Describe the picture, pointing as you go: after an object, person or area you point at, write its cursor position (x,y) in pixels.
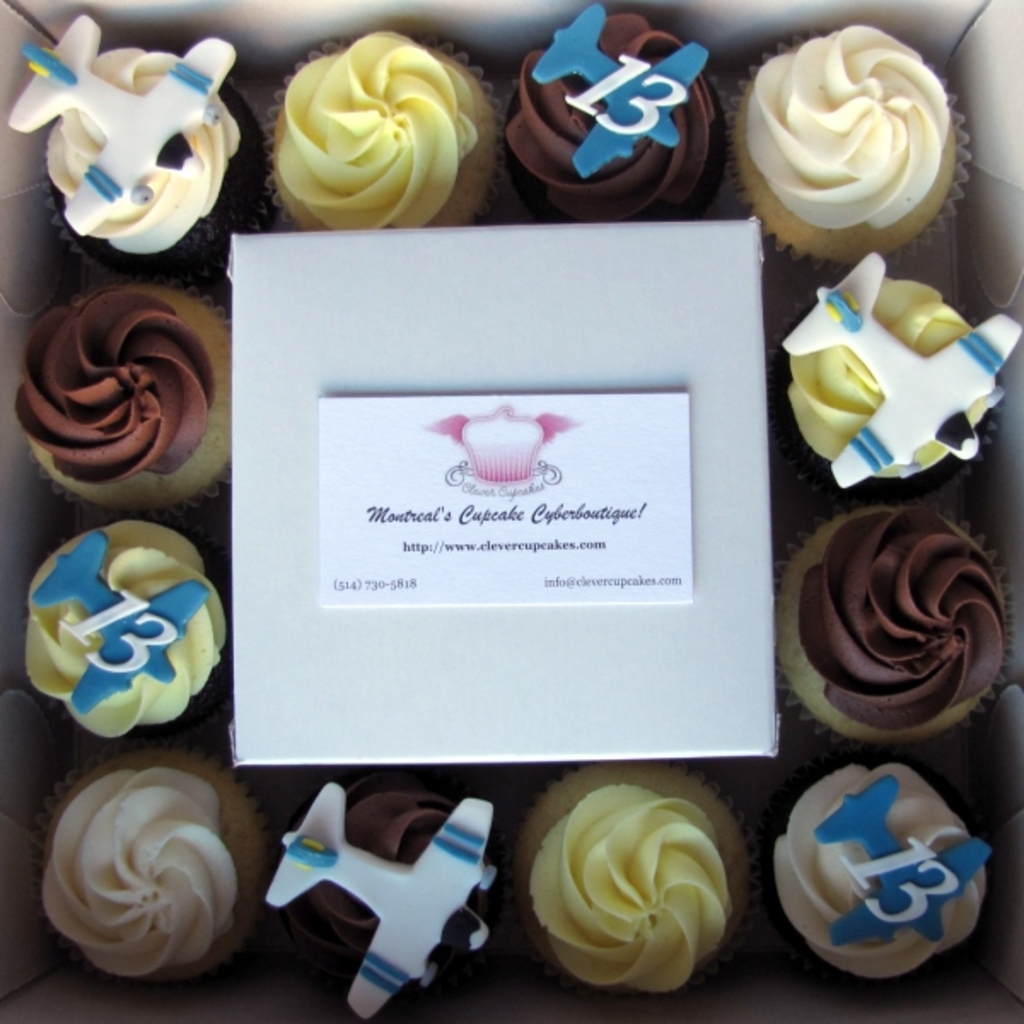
In a given image I can see a food item (66,343) and card (537,588) with some text (634,577).
